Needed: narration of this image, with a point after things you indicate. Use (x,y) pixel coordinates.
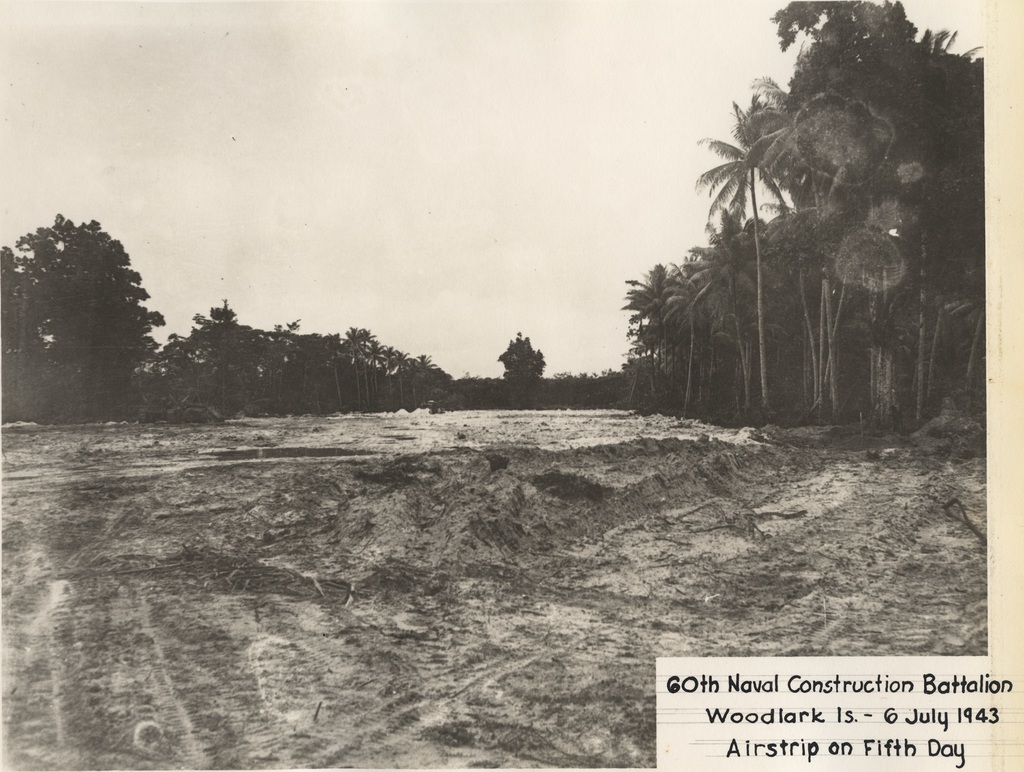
In the center of the image (552,497) ground (306,482) is present. On the right (781,321) and left side of the image (117,384) trees (644,362) are present. At the top of the image (412,146) sky (428,317) is there.
